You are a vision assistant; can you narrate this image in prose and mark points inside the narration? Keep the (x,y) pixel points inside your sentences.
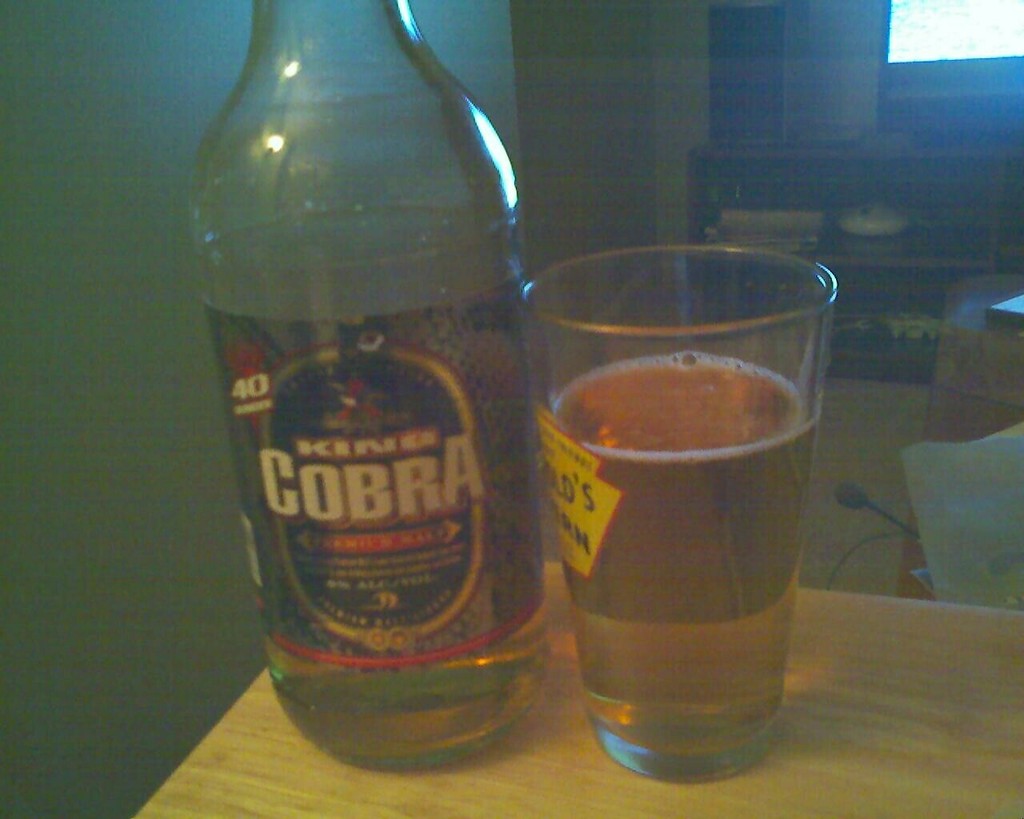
This is a beer bottle (330,401) and this is a tumbler (652,499) with beer (693,540) in it are placed on the table (884,721). At background (828,257) I can see a rack (902,230) and some objects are placed inside it.
